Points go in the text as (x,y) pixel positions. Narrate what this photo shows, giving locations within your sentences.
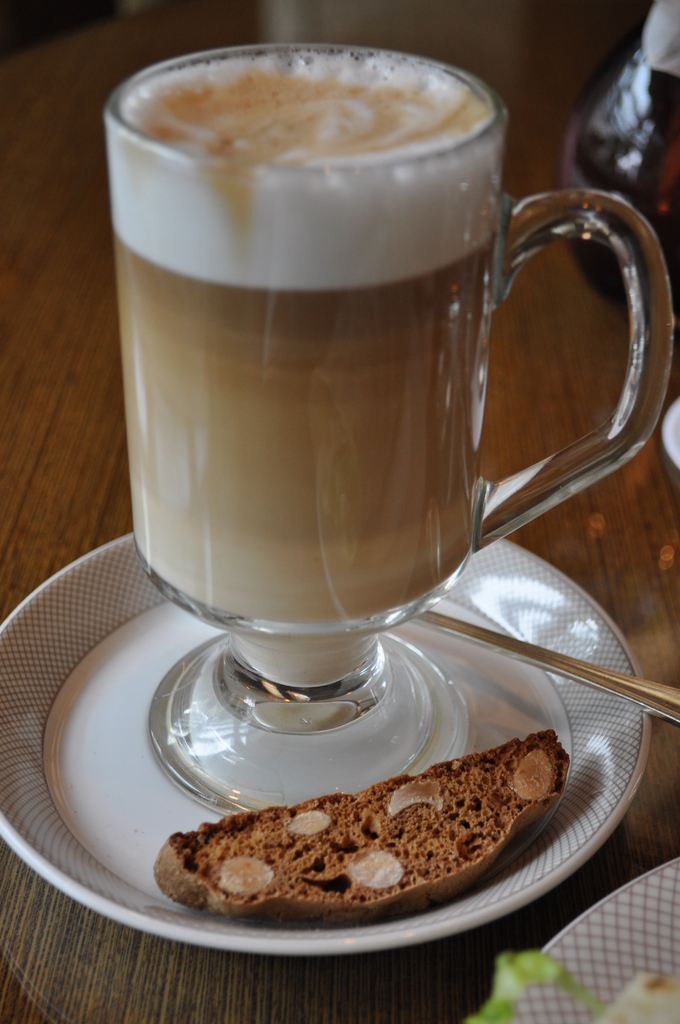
Here on the table (229,1009) there is a glass (319,382), plate (152,905), spoon (616,687) and bread (354,877).
